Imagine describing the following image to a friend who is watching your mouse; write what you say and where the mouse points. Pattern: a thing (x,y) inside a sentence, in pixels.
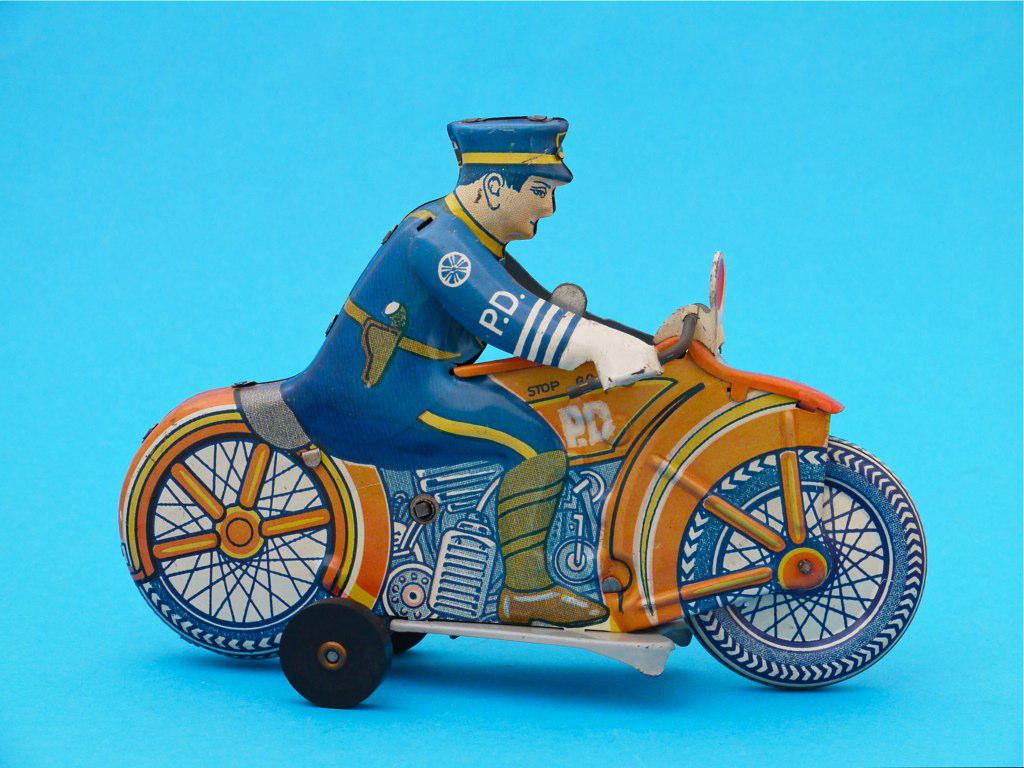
In this image we can see a toy (370,586) placed on the surface (519,714). The background of the image (156,104) is blue in color.
